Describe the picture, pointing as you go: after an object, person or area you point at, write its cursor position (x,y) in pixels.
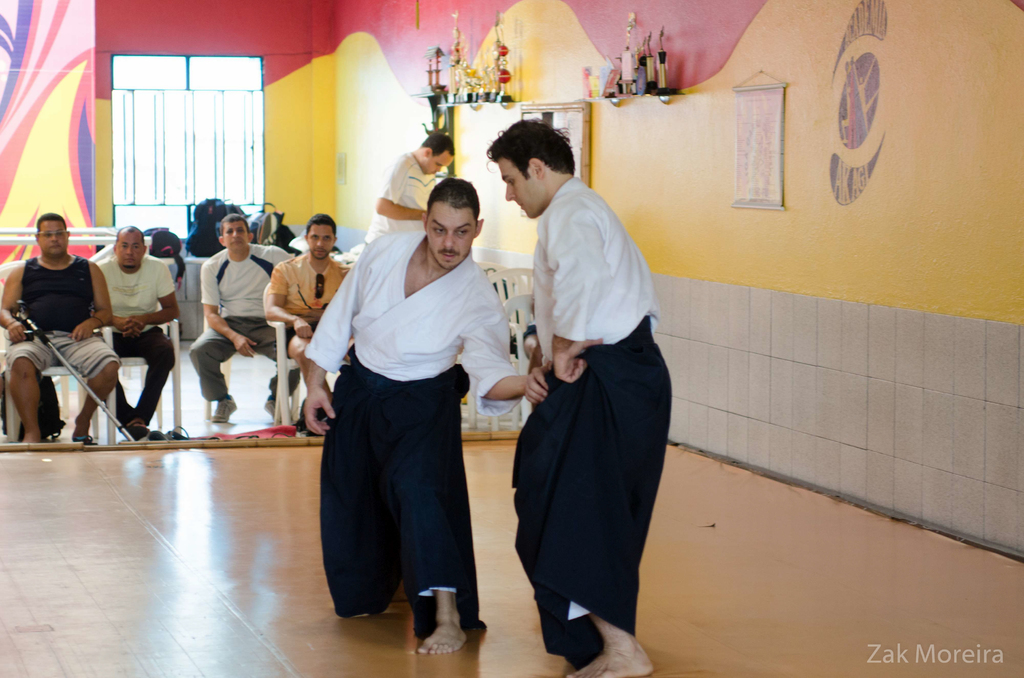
In the image we can see there are people (275,307) sitting and some of them are standing, they are wearing clothes (282,278). There are many chairs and trophies (624,64) kept on the shelf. Here we can see the wall (892,198), floor (777,562) and the windows (169,108). On the bottom right (903,655) we can see the watermark (869,650).
